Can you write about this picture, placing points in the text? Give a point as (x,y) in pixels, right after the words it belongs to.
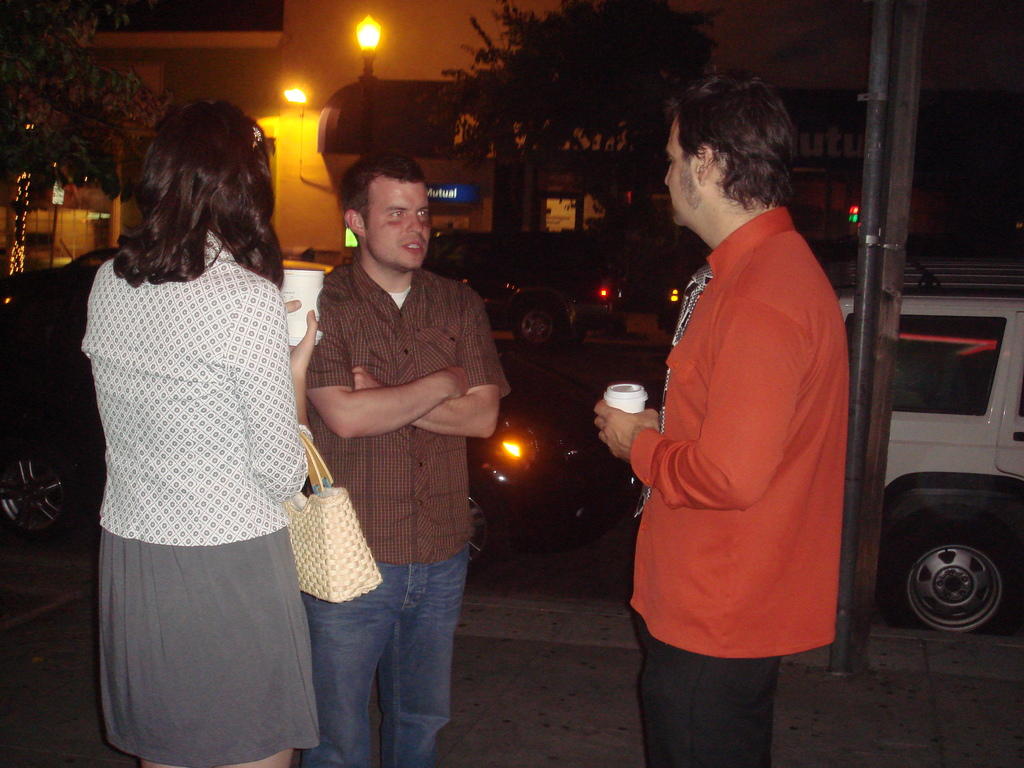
In the image there are three people (204,436) in the foreground (770,401), two of them (729,373) are holding coffee cups (627,387) and they are talking to each other. Behind them there are cars (530,396) and in the background (110,78) there are trees (483,84) and behind the trees (594,114) there is a building (624,185).
